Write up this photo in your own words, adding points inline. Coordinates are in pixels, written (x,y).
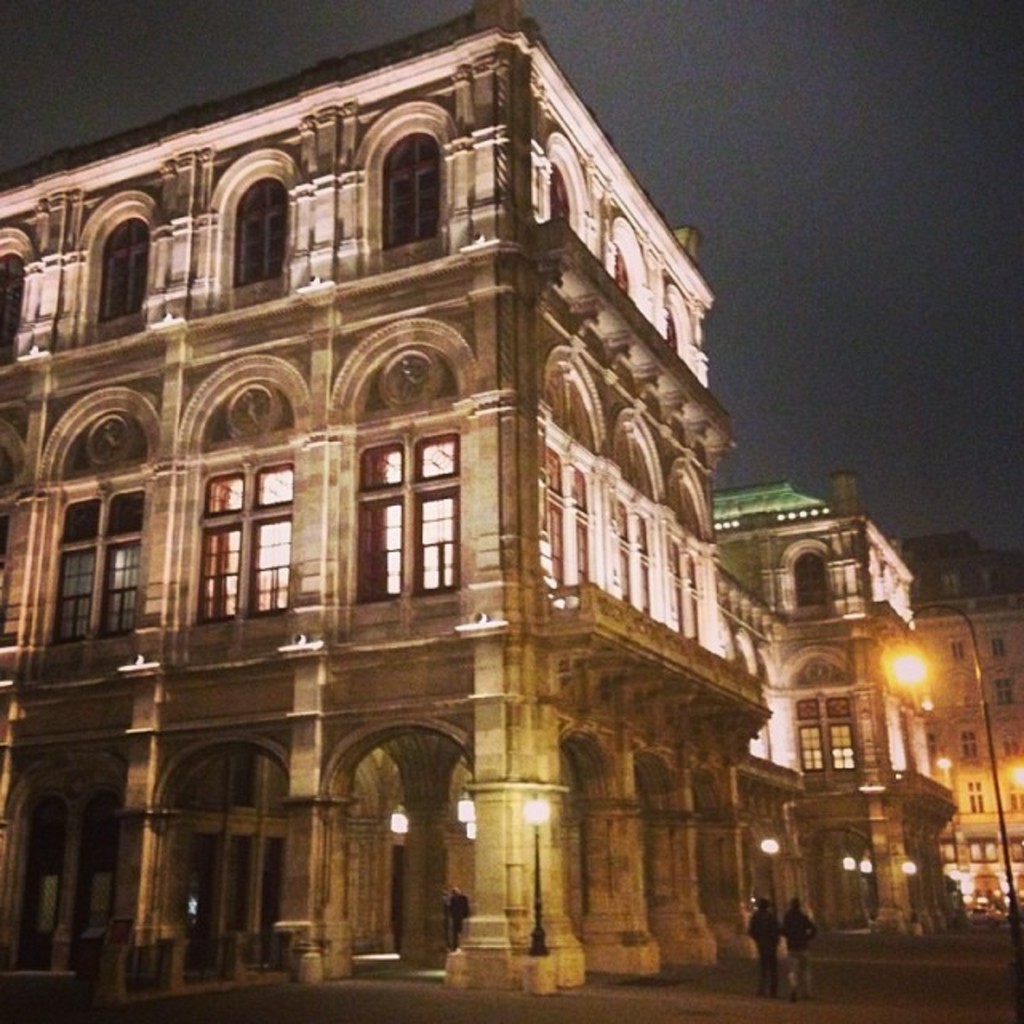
There are buildings (393,648) with pillars (504,819) and windows (442,468). There is a street light pole (907,670). In the background (933,309) there is sky (779,192). And two persons (790,913) are walking. And on the buildings (586,768) there are lights (860,863).
